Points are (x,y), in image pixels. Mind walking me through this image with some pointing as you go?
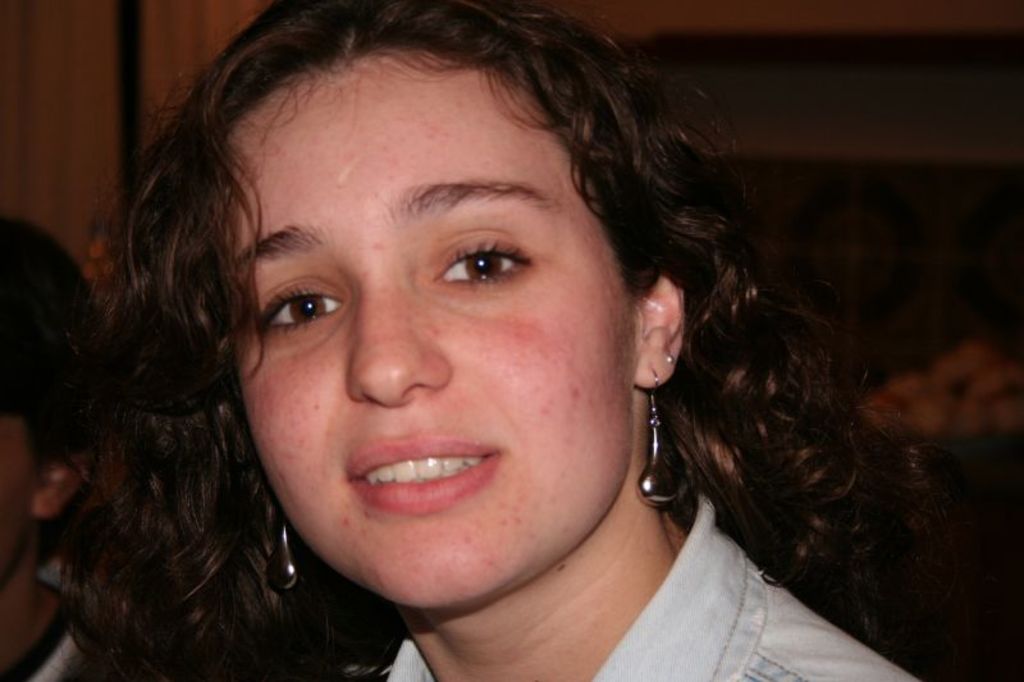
In this image, I can see the woman (506,633) smiling. The background (141,58) looks blurry. On the left corner of the image (68,518), there is another person (43,489).
